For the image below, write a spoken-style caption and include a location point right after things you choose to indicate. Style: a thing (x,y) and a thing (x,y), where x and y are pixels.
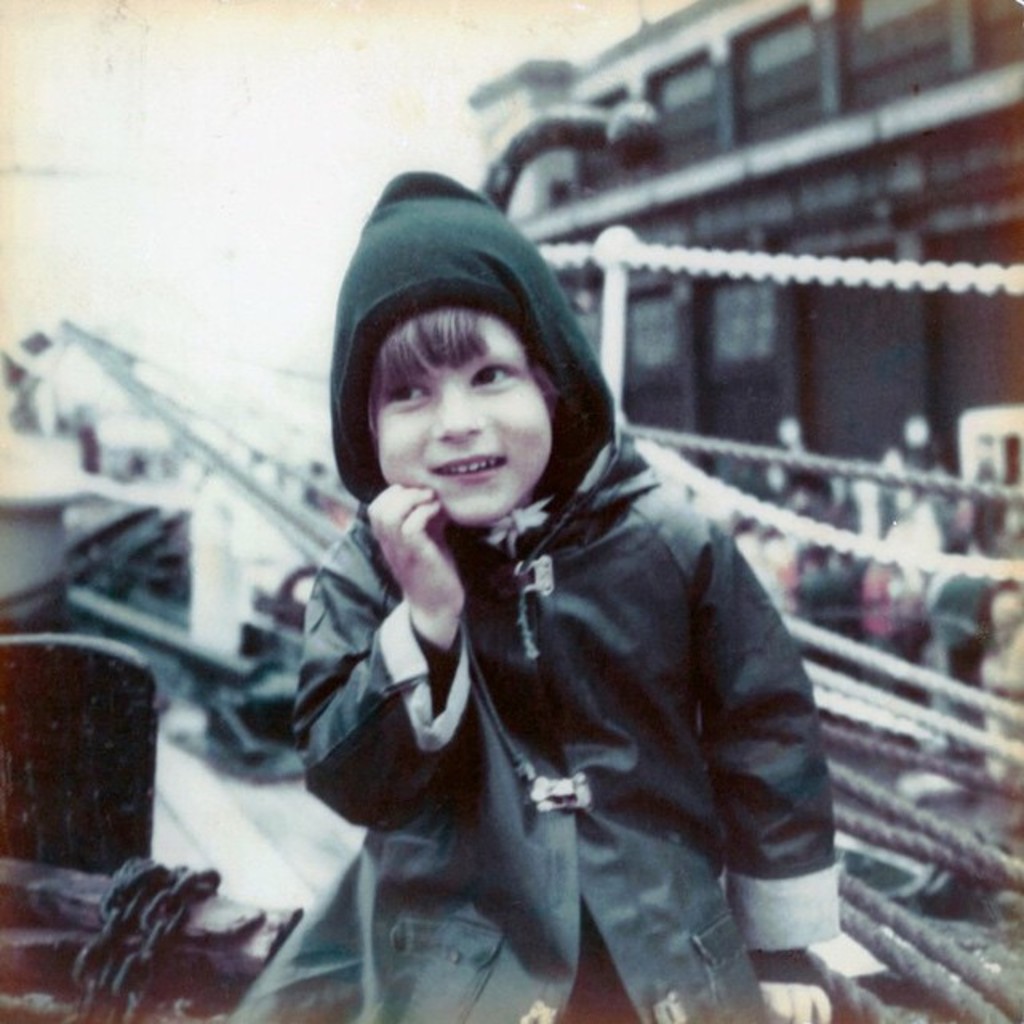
In this image I can see a kid (796,865), fence (948,815), chain (124,905), buildings (883,232), crowd (960,599) on the road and the sky (316,278). This image is taken may be on the road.
